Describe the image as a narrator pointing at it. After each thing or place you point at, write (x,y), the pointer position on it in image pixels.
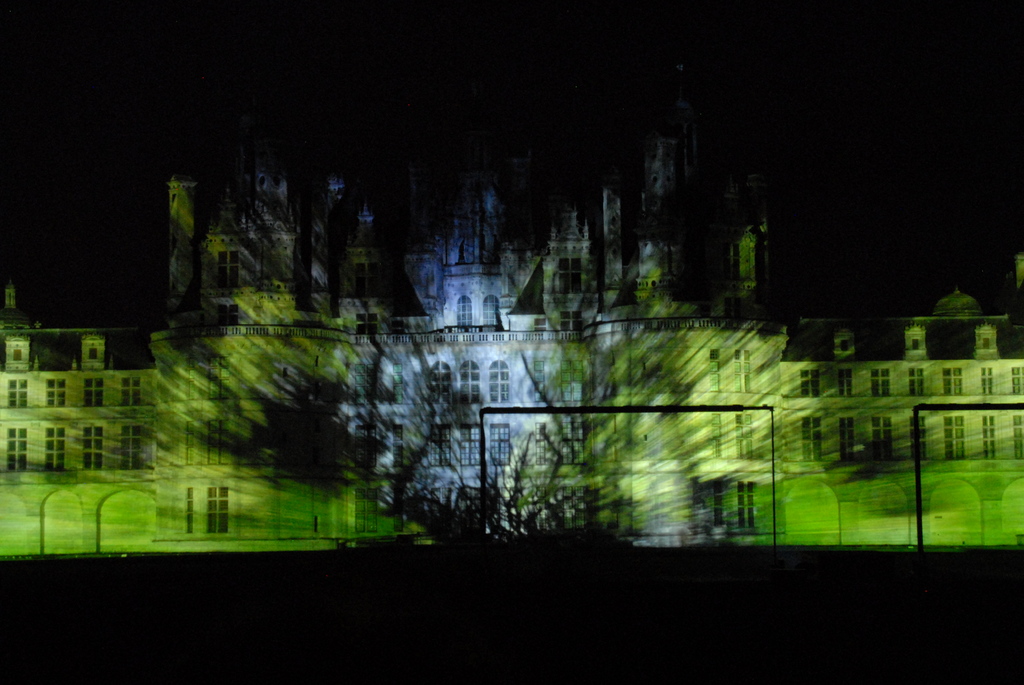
In this picture I can observe building (271,304). The background (76,195) is completely dark.
